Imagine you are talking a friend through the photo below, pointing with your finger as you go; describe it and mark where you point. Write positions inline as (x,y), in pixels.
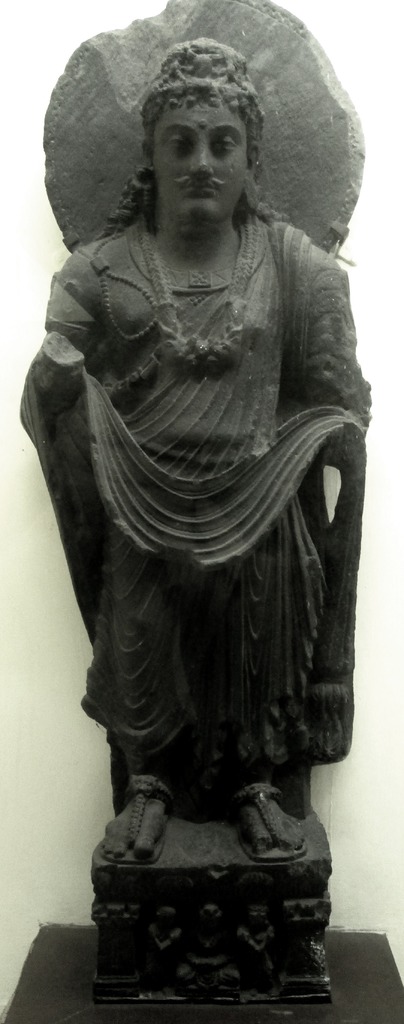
This image consists of a sculpture (128,407) made up of rock (163,496) kept on the desk (83,1010). It is in black color. In the background (337,895), there is a wall (333,893).
